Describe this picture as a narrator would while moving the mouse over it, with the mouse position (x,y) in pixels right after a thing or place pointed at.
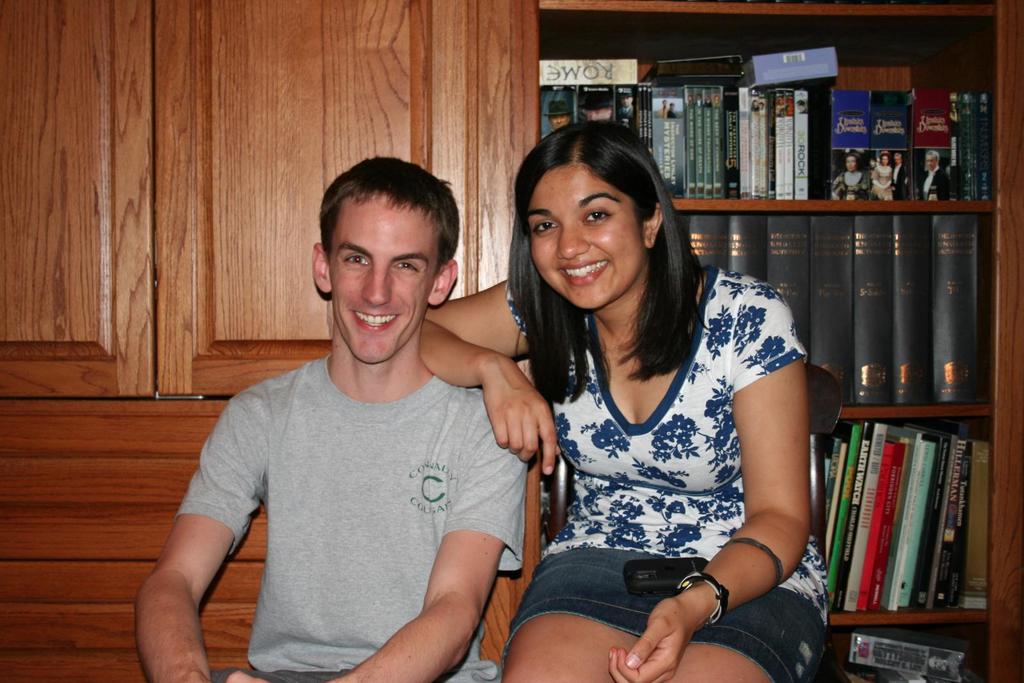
In the picture we can see a man (309,633) and a woman (602,660) sitting on the chairs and woman (593,647) is keeping her hand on the man's shoulder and they are smiling and behind them, we can see a wooden cupboard (34,604) and beside it we can see a rack (668,46) with many books (945,494) in it.
